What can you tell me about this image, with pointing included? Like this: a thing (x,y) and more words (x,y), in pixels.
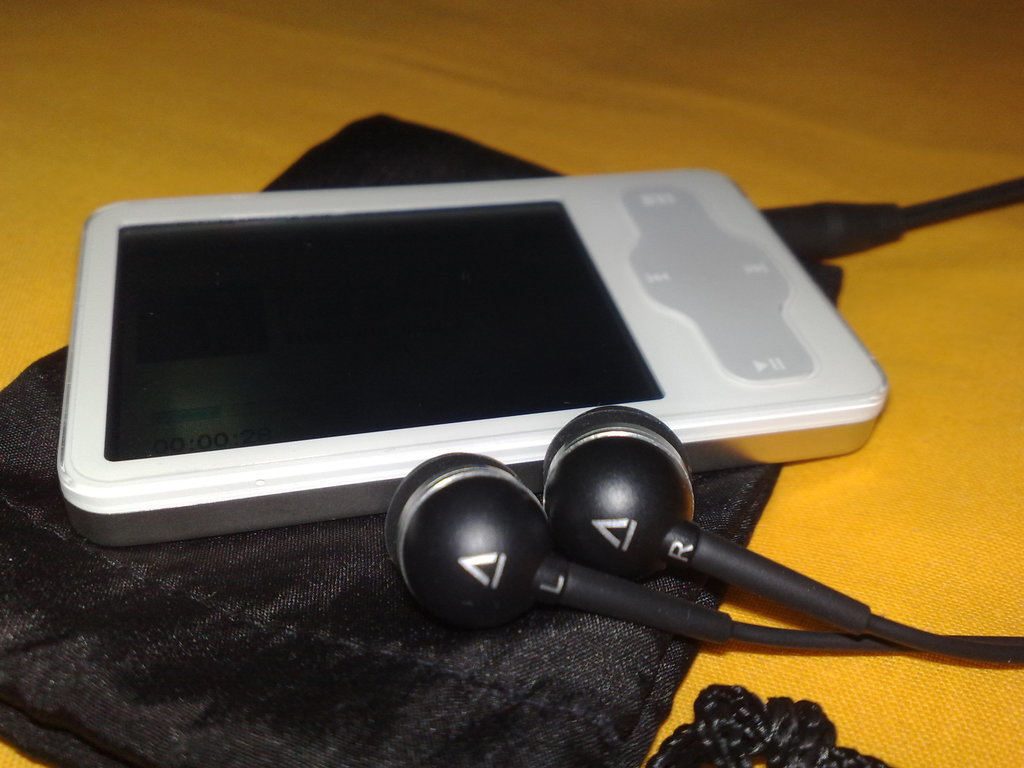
In this image we can see electronic gadget (544,378) along with ear phones (411,543) kept on the cloth (345,584).
